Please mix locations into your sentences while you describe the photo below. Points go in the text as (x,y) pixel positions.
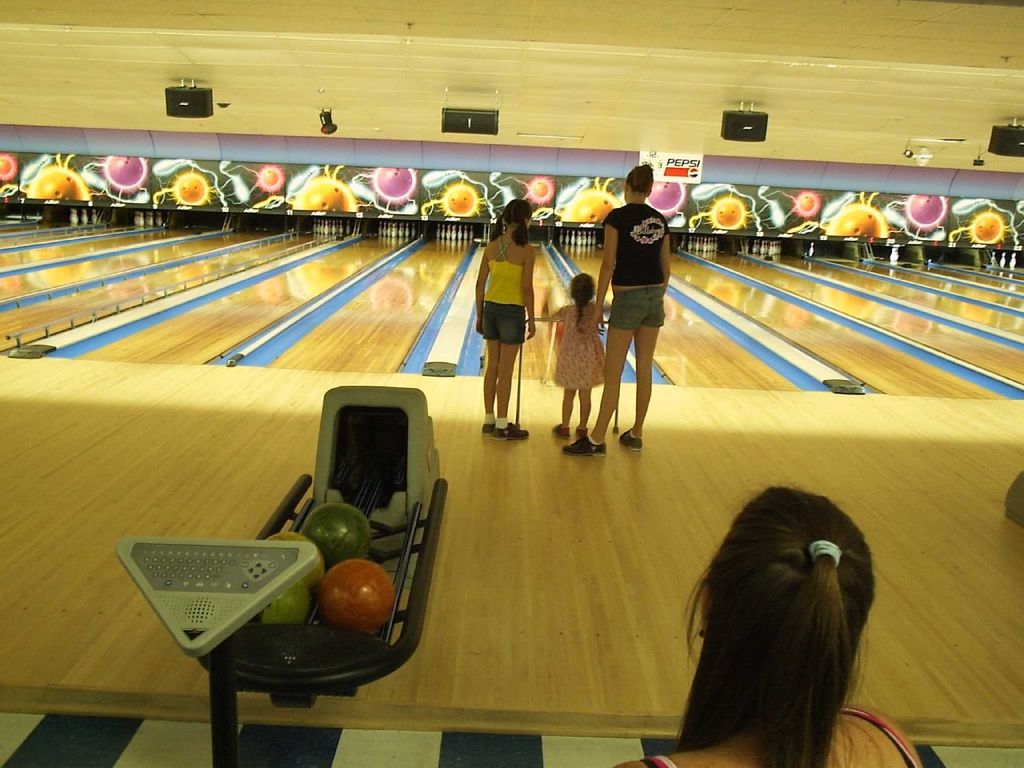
Here is a woman (623,257) and two girls (562,362) standing. These are the bowling balls (368,573). This looks like a bowling area (363,249). I can see the bowling pins (328,228). These look like the wooden boards (340,315). Here is another woman (799,739). I can see the black color objects (463,128) hanging to the roof (840,127).
